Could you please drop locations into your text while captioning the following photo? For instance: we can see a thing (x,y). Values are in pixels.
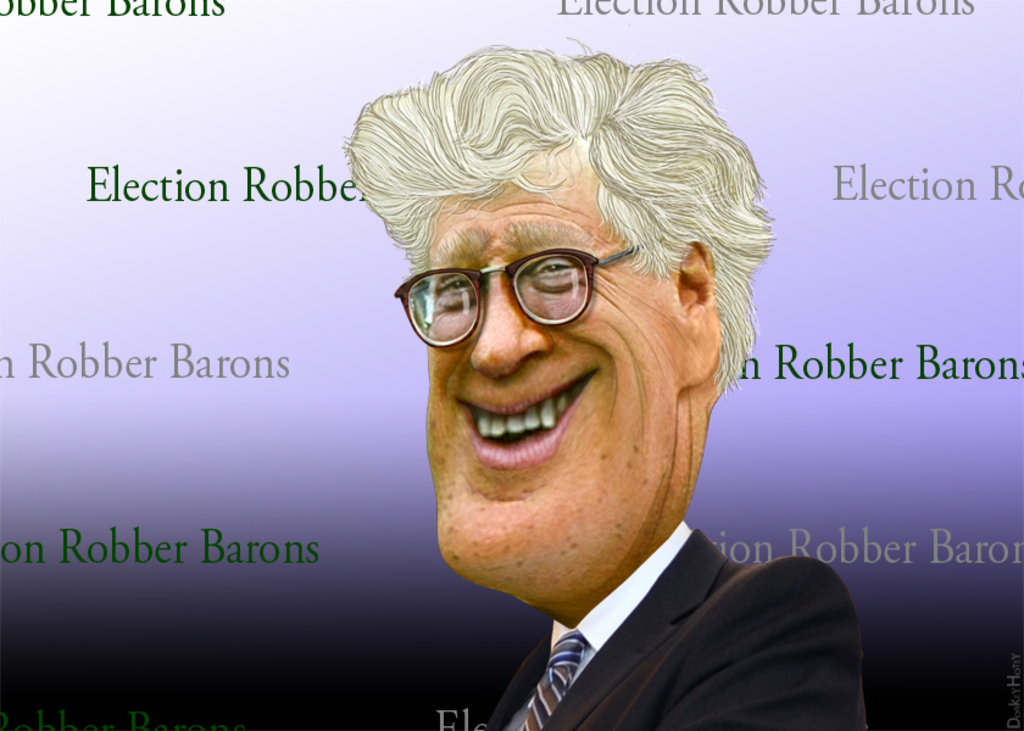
In the center of the image (603,333) we can see a cartoon of a man (619,552) and there is a text (253,358).
